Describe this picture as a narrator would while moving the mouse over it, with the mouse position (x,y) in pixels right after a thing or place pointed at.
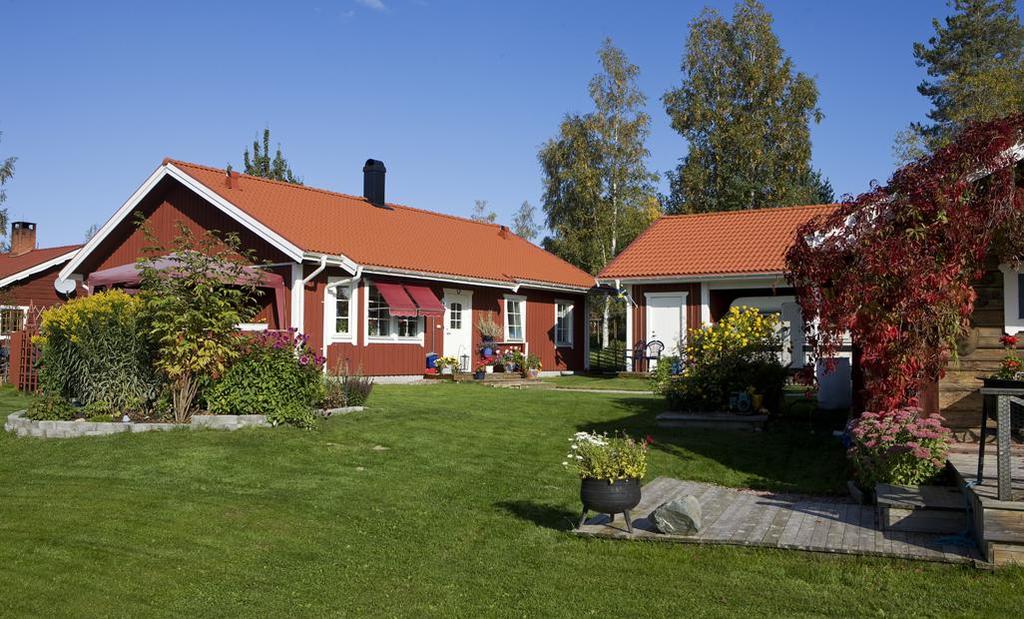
These are the houses (706,312) with doors (662,323) and windows (387,336). This looks like a flower pot (590,478) with a plant (614,450) in it. I can see a chair (655,360). These are the trees (968,85). I can see small plants (749,388) with flowers (931,433). This looks like a rock (653,524). Here is the grass (446,447).
